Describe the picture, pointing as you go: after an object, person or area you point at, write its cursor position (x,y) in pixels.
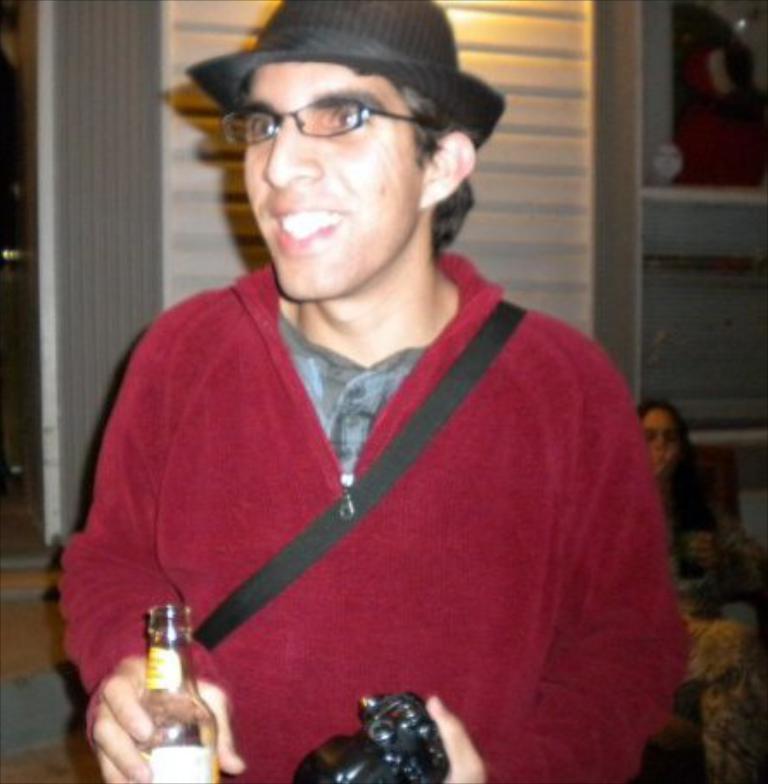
In the image we can see there is a man (367,453) who is standing and holding beer bottle (161,771) and camera (391,740) in his hand (148,740). At the back (687,570) there is a woman (706,574) sitting on chair (681,728).
